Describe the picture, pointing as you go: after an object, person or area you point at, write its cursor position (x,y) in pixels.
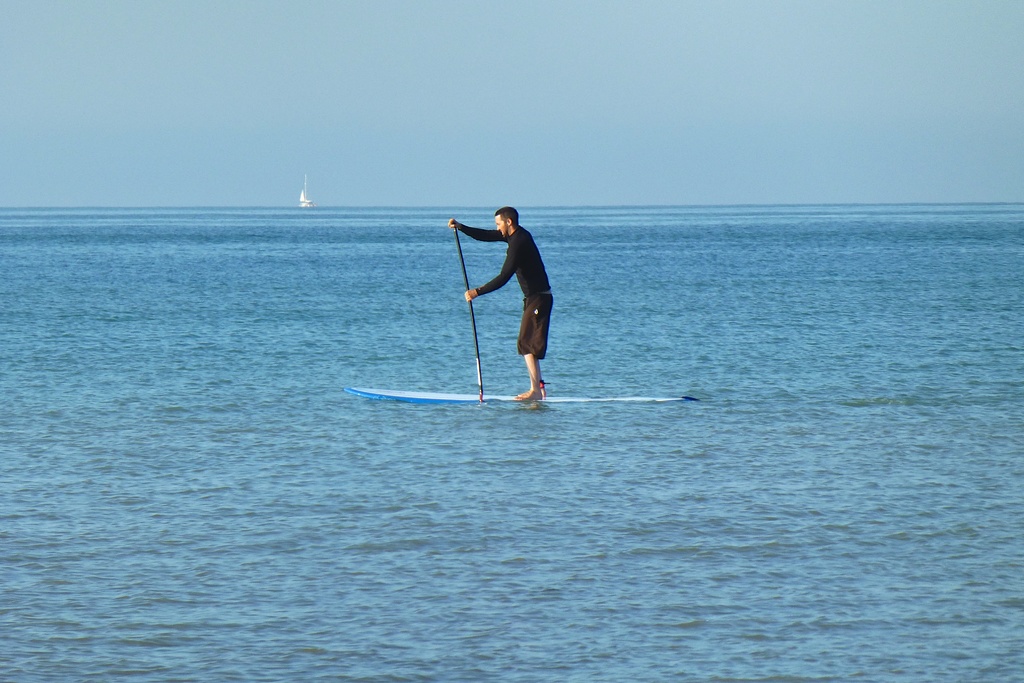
In this image I see a man (548,310) who is holding a stick (467,302) and is standing on the surfboard (434,398) and I see the water (554,373). In the background (307,181) I see a white color thing (301,192) over here and I see the sky (701,101).
